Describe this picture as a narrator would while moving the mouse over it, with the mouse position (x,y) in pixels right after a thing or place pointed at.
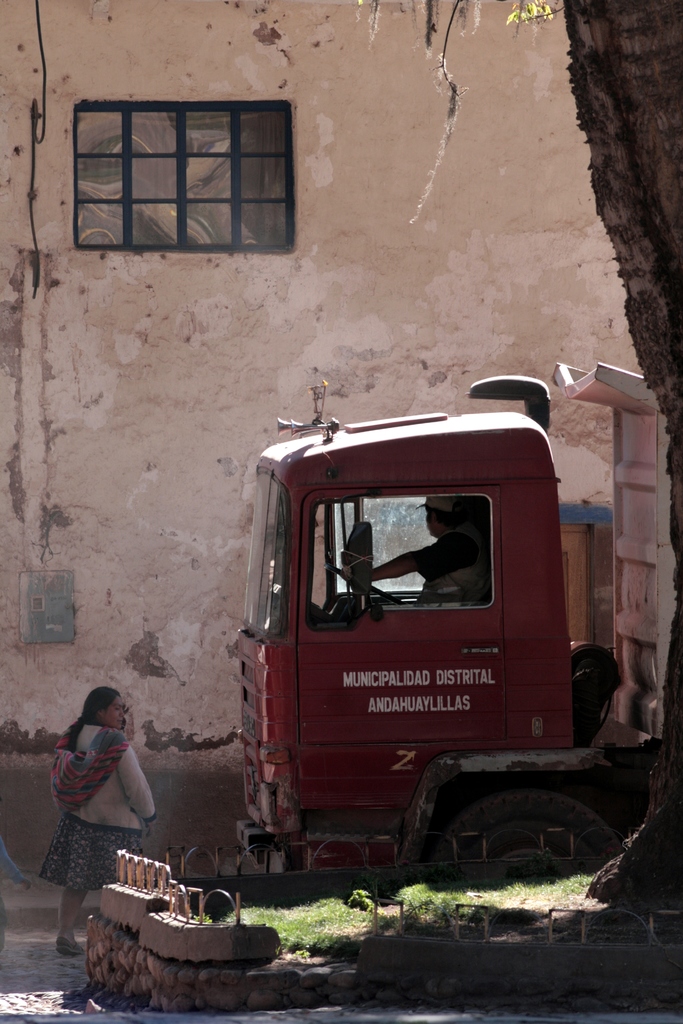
As we can see in the image there is wall (230,316), window (122,143), truck (476,837), grass (551,878) and two people (119,796).
